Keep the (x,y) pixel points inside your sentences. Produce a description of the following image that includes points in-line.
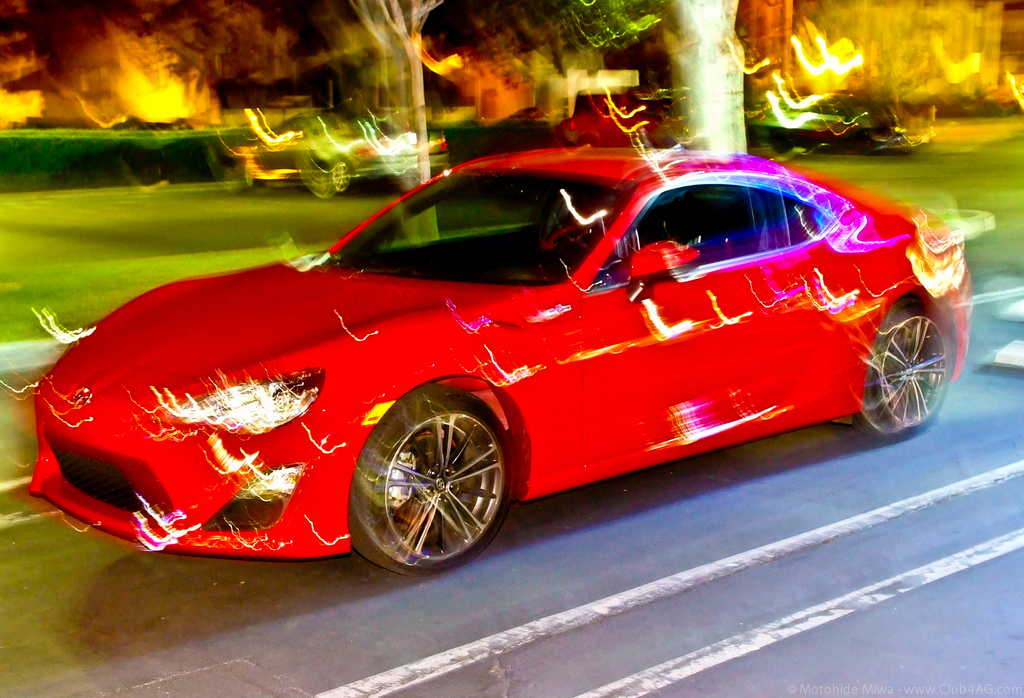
In this picture there is a red car (649,334) on the road (633,526). At the back (553,106) there are vehicles (854,115), trees (688,85) and buildings (89,107). At the bottom (98,554) there is grass (112,248) and there is a road (718,514).
